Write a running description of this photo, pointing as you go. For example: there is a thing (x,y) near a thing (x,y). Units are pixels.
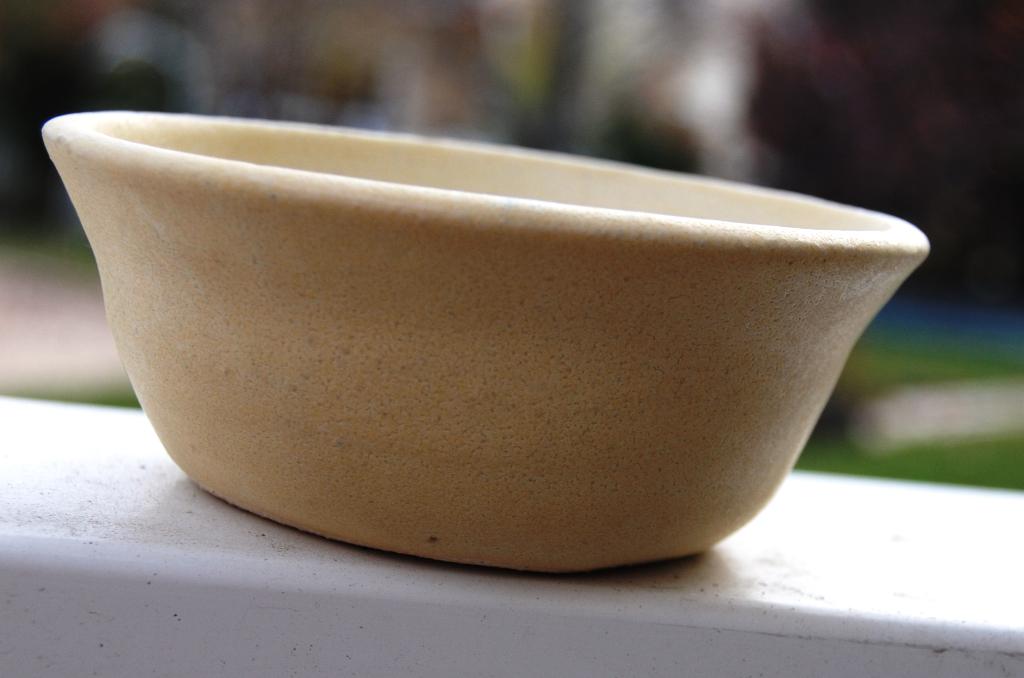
In the picture I can see a bowl (412,497) on the wooden block (520,619).
